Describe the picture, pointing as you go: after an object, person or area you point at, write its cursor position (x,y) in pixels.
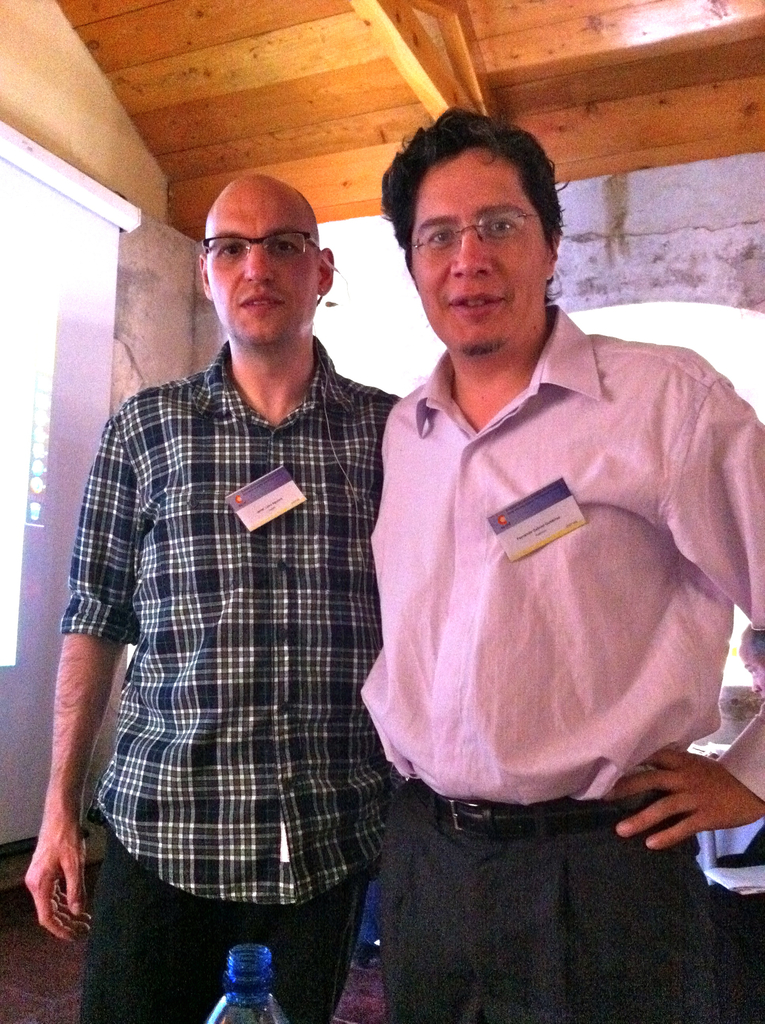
In this picture we can see two men (394,701) standing here, they wore spectacles (467,229), at the bottom (235,1010) there is a bottle (232,959), in the background (44,345) we can see a screen (65,317), there is a wooden ceiling (318,50) at the top of the picture (346,36).
